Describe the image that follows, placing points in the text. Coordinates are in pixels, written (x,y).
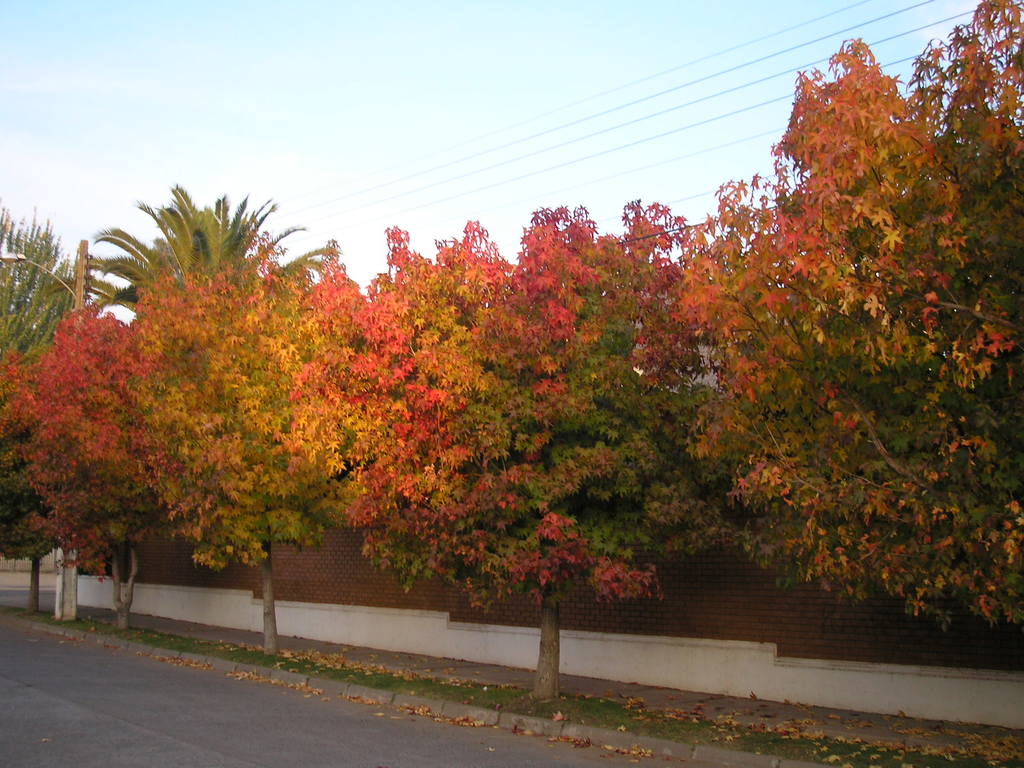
In this image, we can see trees (323,290), a light pole (85,280) and there is a wall (736,549). At the top (472,193), there are wires (693,126) and there is sky (325,65). At the bottom (207,679), there is a road (189,679).
